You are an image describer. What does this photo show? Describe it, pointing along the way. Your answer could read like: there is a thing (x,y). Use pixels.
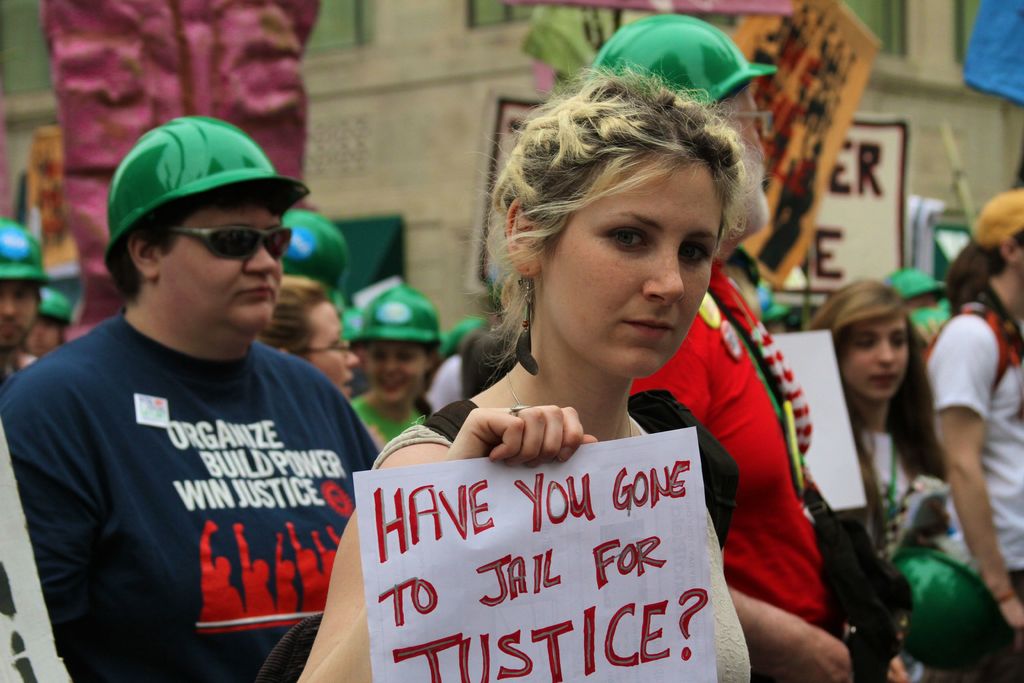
In this picture I can see there is a woman (635,289) standing and she is holding a paper (536,538) in her hand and there is something written on it. In the backdrop (95,450) there are many other people (268,373) standing and they are wearing green color helmets (291,184) and there is a building (413,146) in the backdrop (400,212).
